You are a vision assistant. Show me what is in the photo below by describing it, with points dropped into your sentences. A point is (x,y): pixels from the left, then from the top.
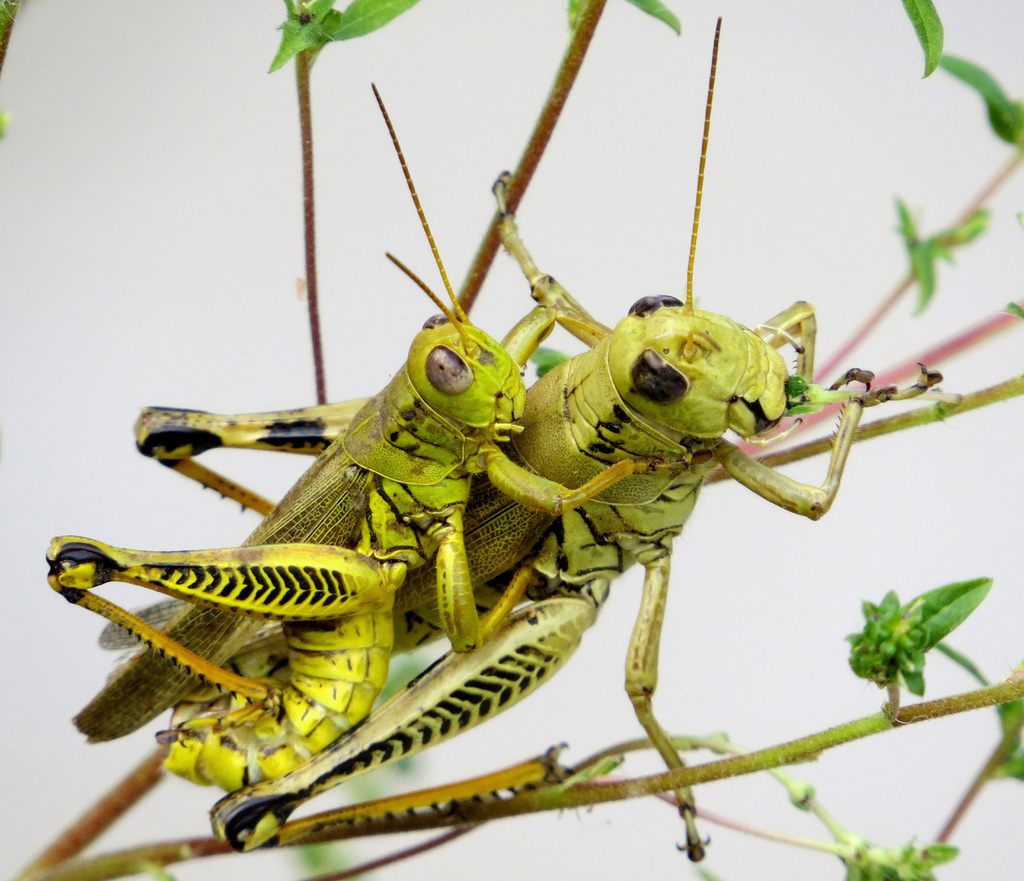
In the foreground (227,773) I can see two insects (559,591) on a plant (557,353). The background (727,658) is white in color. This image is taken may be during a day.
